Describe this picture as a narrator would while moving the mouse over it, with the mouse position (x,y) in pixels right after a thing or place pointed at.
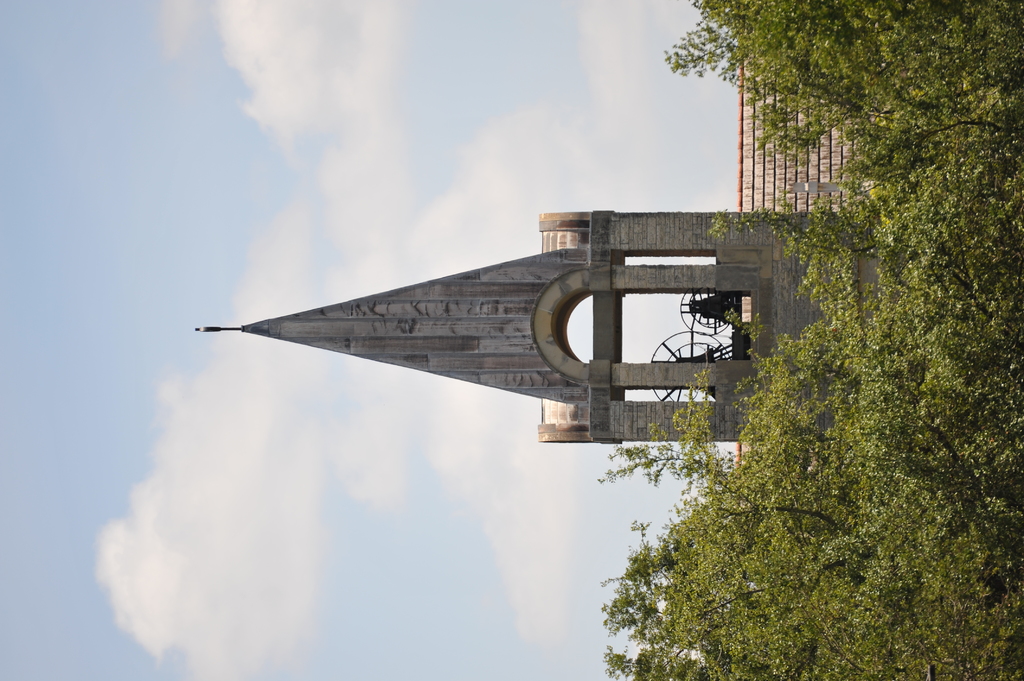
In the image we can see a arc building (664,364), tree (851,571) and a cloudy sky (233,477).
